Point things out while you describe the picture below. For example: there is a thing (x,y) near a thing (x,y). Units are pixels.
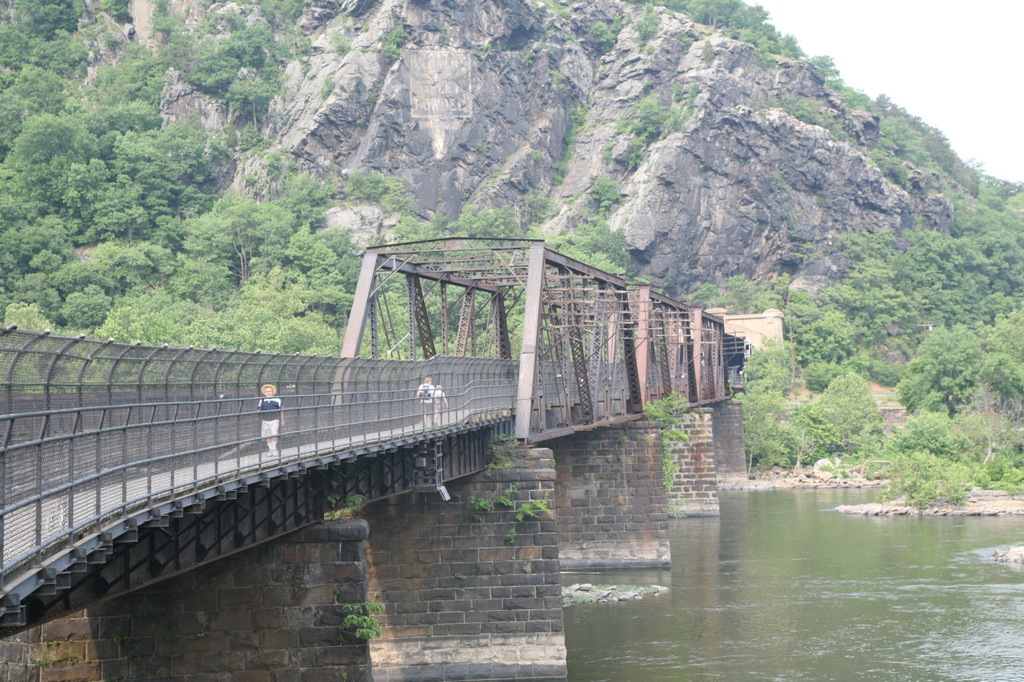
In the image we can see a bridge (293,489) and there are people (268,419) walking, wearing clothes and this person (275,402) is wearing a hat (272,390). Here we can see fence (80,501), stone wall (473,614), trees (184,275), mountain (622,183), water (839,607) and a white sky (952,83).
